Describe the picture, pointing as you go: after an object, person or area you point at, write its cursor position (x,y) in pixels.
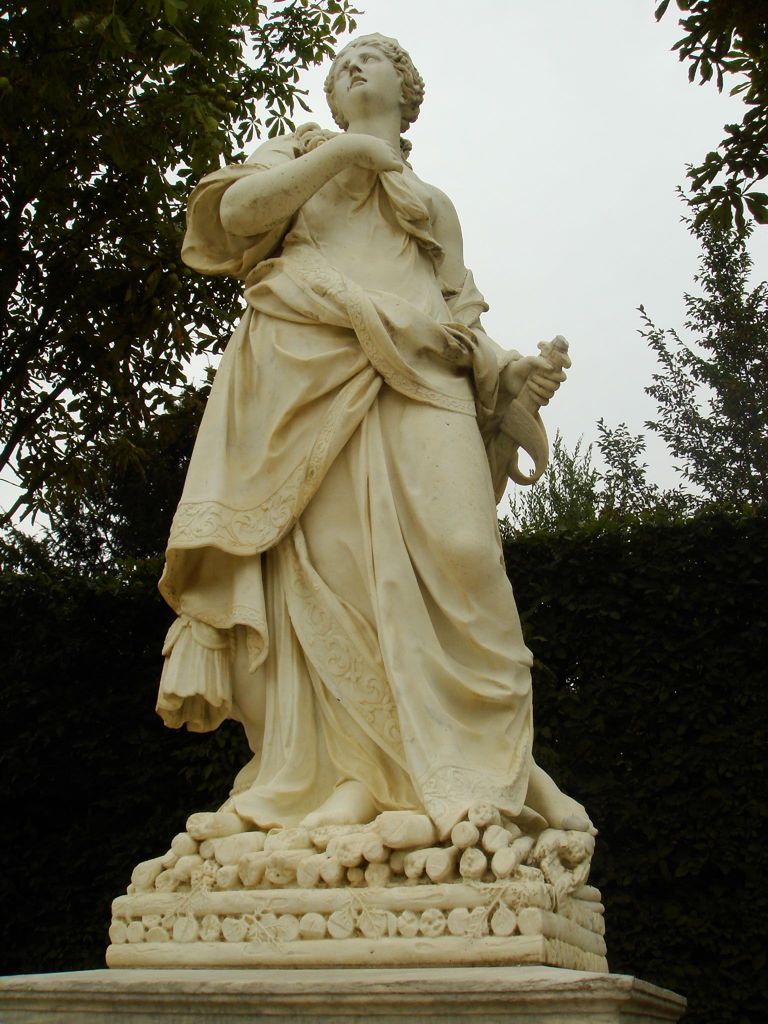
In this picture, we see the stone carved statue (422,510) of the woman (430,344) holding the sword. There are trees (75,199) in the background (62,199). At the top (471,153), we see the sky (532,173).
